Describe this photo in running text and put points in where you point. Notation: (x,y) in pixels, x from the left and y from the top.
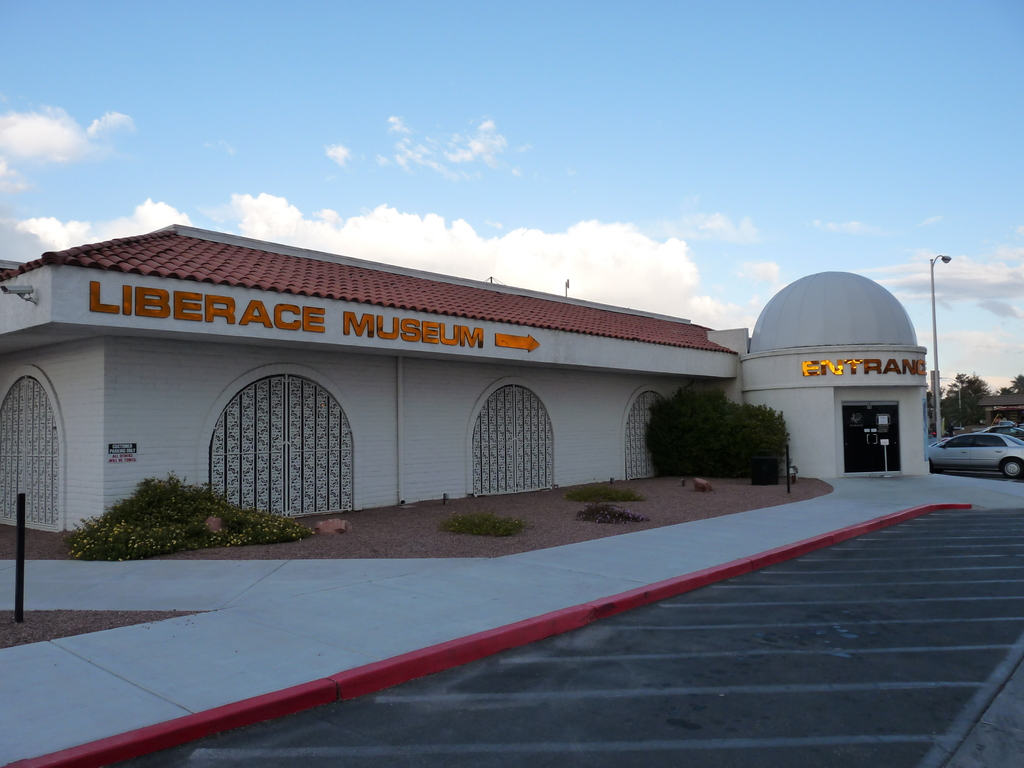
In the center of the image (508,406) there is a building (616,386) and we can see bushes (724,427). At the bottom (854,597) there is a road (878,586) and we can see cars (993,441). In the background (956,333) there are poles (933,296), trees (973,382) and sky (690,215).
